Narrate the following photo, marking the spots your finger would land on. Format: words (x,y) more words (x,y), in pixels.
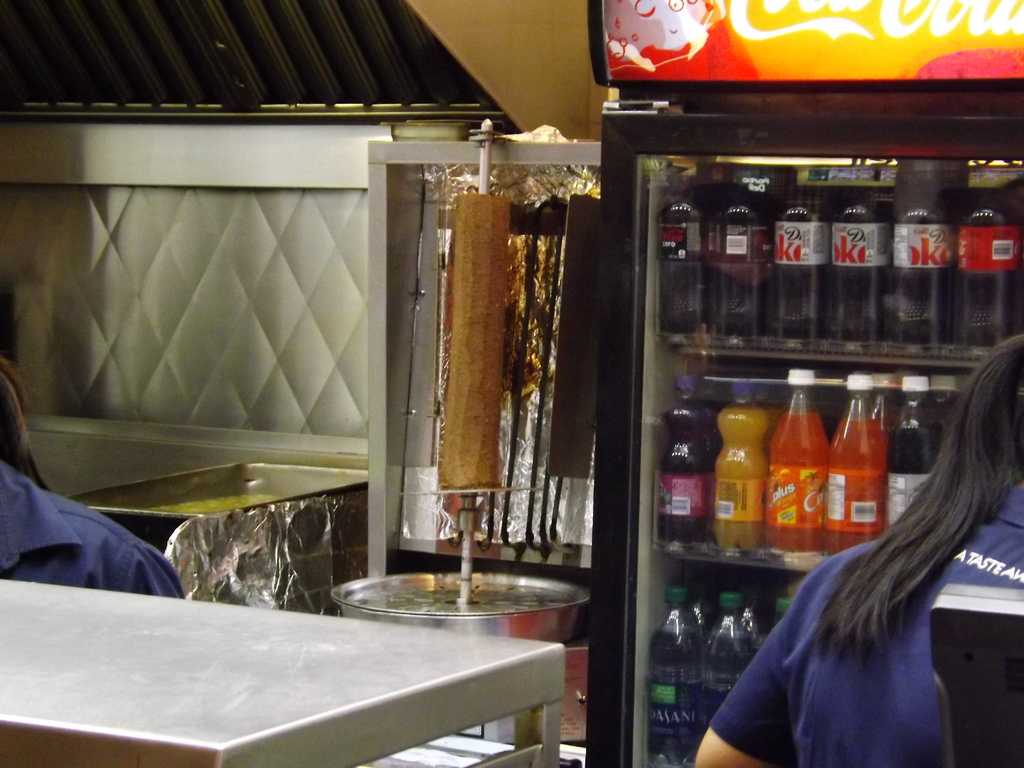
In the foreground of this image (362,679), there is a table (244,736) on the left (265,741). A person (881,566) and it seems like a monitor screen (982,679) on the right (966,656). Behind her, there are bottles (809,298) in a refrigerator (633,425) and also we can see a steel object (544,411) with a cylindrical roll (466,253) and a container (151,493). On the left (63,553), there is a person (75,542) and behind her, there is a steel wall (272,280).
